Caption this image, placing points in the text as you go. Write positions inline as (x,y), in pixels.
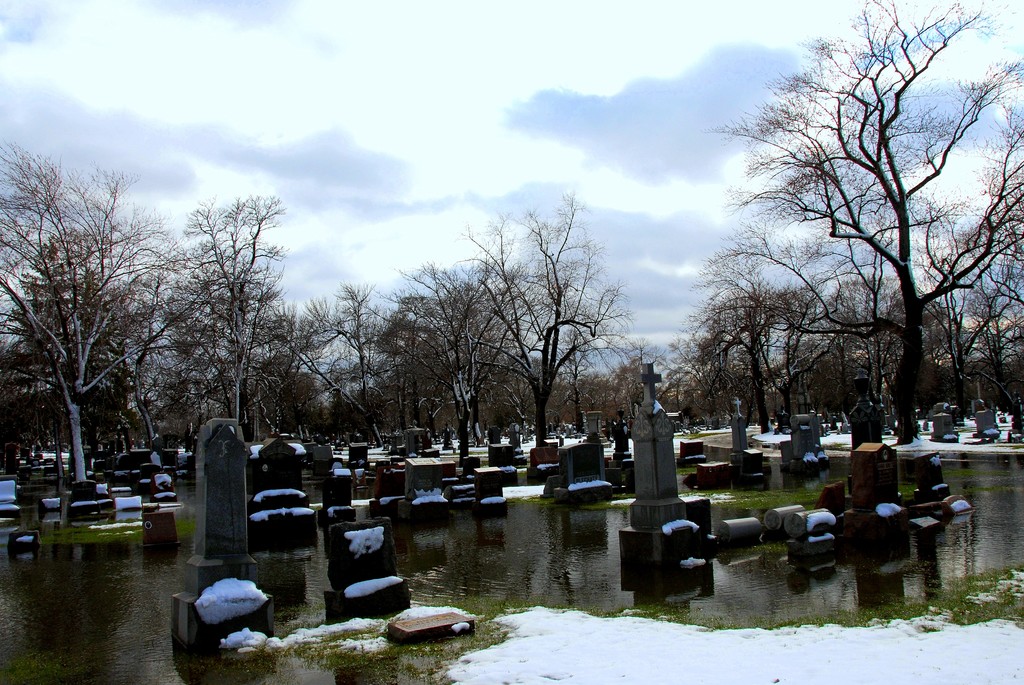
We can see water (620,574), grass (274,653), graveyards (72,496) and trees (502,417). In the background (168,225) we can see sky (445,154) with clouds (371,212).
